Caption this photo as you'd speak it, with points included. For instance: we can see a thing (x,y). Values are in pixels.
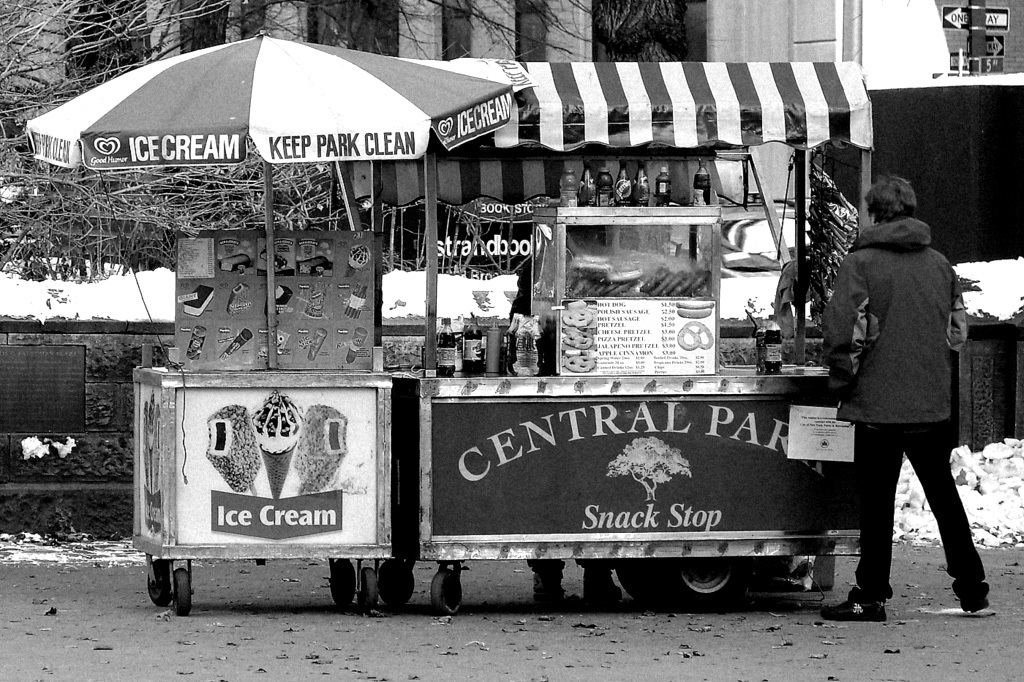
In this image there is a person (938,468) standing in front of the ice cream stall (591,282). Behind them there is a wall (93,451). There is a tree (59,51). On the right side of the image (997,48) there is a sign board (997,66). At the bottom of the image (681,645) there is a road (517,668). In the background of the image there are buildings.
